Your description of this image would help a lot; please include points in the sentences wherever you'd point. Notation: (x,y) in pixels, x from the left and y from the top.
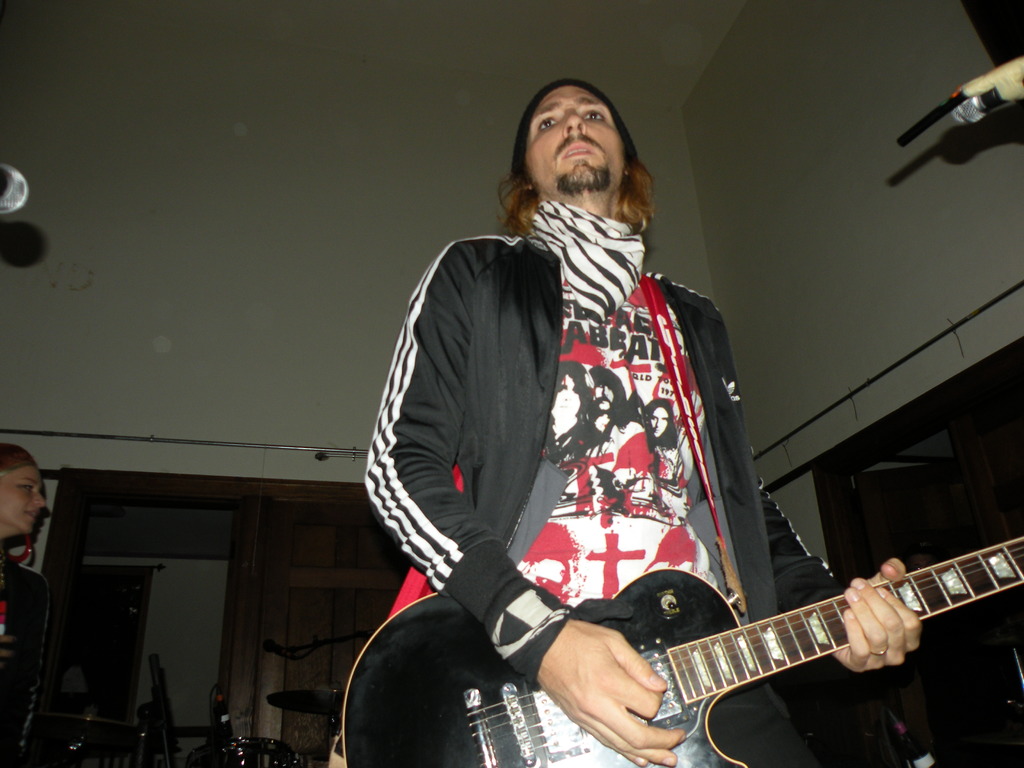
This image is taken in indoors. In this image there are two people (13,606) standing, a woman (34,613) and a man (559,684). In the middle of the image (425,488) a man (584,121) is standing, holding a guitar (640,626) in his hand (644,663) and playing the music. In the left side of the image (17,740) a woman (10,754) is standing. In the background (945,697) there are few music instruments (163,688) and walls (218,367) and doors (869,523).
